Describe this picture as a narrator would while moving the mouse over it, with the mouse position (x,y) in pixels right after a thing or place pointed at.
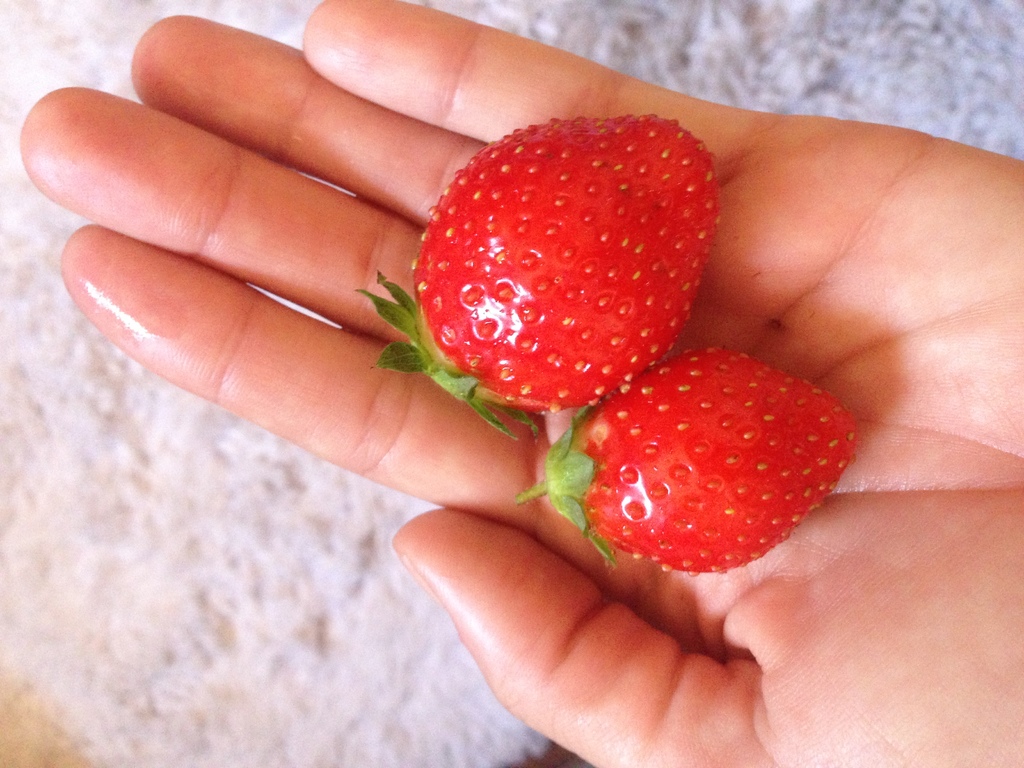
We can see strawberries (419,256) on person hand (864,323). Under the hand (902,644) we can see white object (268,686).
